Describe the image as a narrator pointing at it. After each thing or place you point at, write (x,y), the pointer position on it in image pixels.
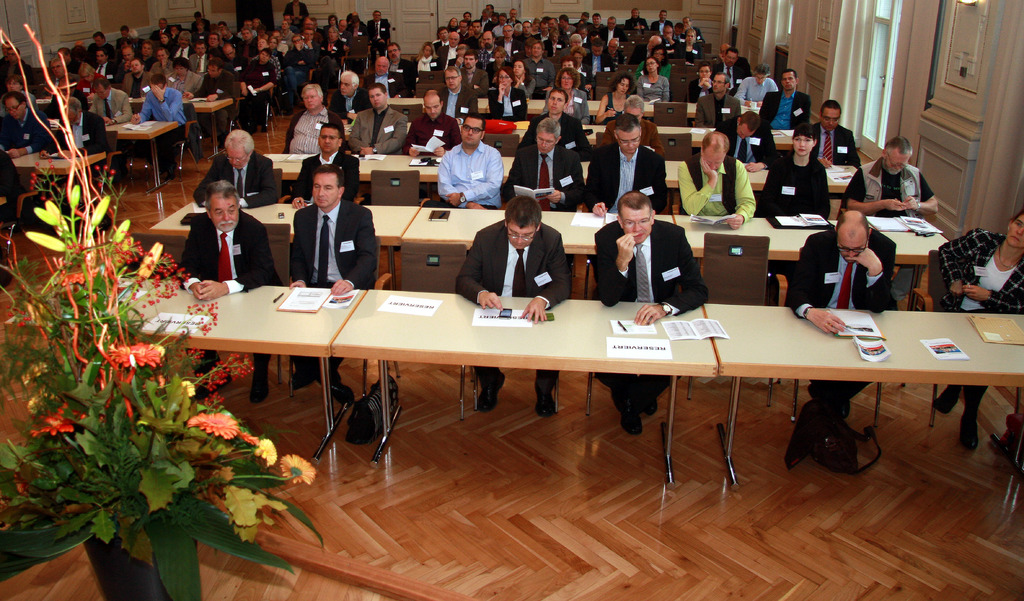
Here we can see some persons (684,22) are sitting on the chairs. These are the tables (258,351). On the table (895,326) there are papers (942,356). This is floor (480,516) and there is a flower vase (141,442). And this is door (890,73).
